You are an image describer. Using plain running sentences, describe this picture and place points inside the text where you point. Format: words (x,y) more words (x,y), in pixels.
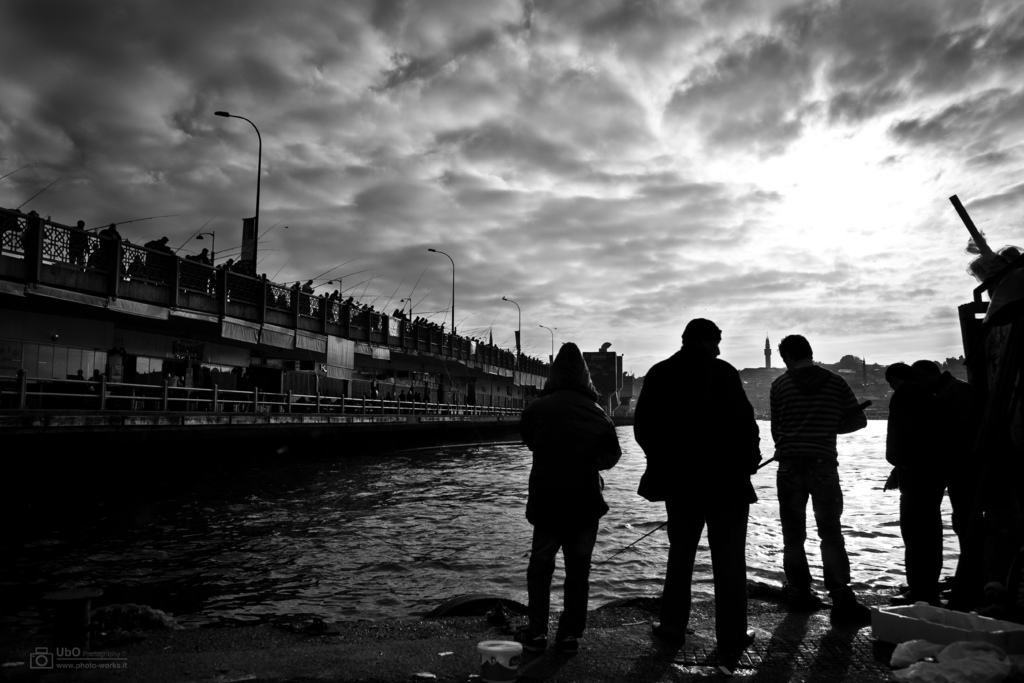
This is a black and white pic. On the right (799,395) there are few persons (790,529) standing on the ground (766,600) at the water (849,458) and we can see some other objects (1015,489). On the left (293,368) we can see a bridge (192,366) and there are people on it and there are street lights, poles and we can also see buildings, trees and clouds (784,230) in the sky (824,214).
